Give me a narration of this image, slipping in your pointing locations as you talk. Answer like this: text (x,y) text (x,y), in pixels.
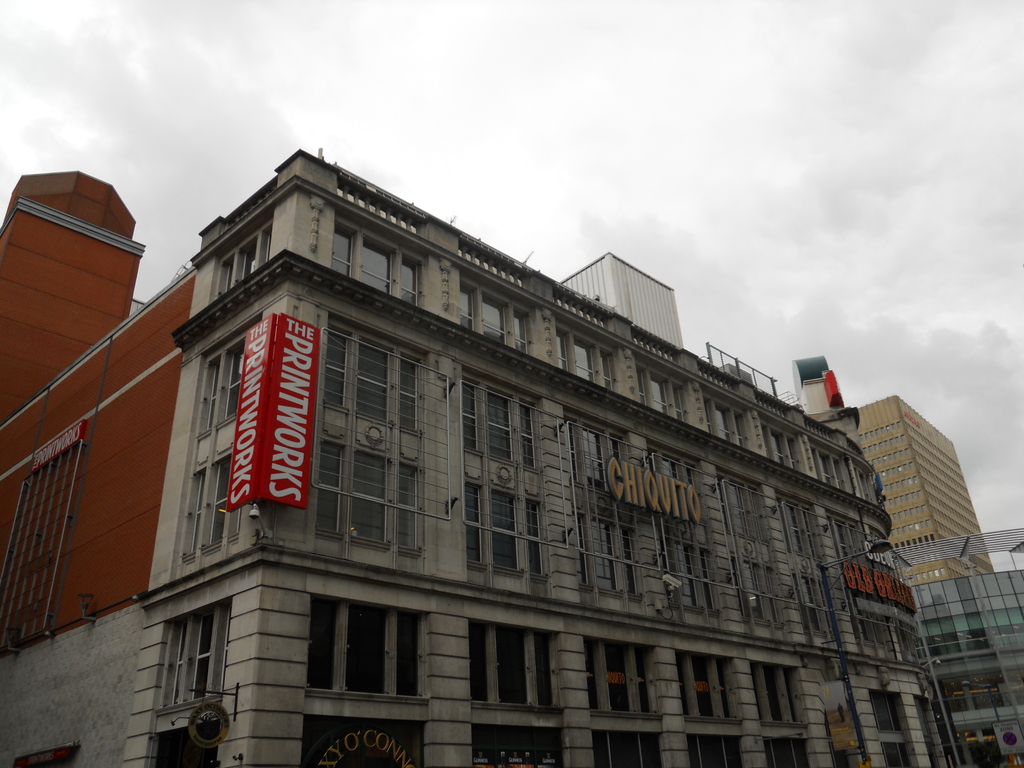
In front of the picture, we see a building (428,501) in grey and brown color. It has many windows (592,561). On the left side (307,346), we see a board (280,423) in red color with some text (274,478) written on it. At the bottom (305,739), we see a board (348,764) in black color with some text (360,733) written on it. In the middle of the picture (669,503), we see some text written on the building (736,589). There are buildings (866,443) in the background (906,445). At the top (519,127), we see the sky (584,159).
